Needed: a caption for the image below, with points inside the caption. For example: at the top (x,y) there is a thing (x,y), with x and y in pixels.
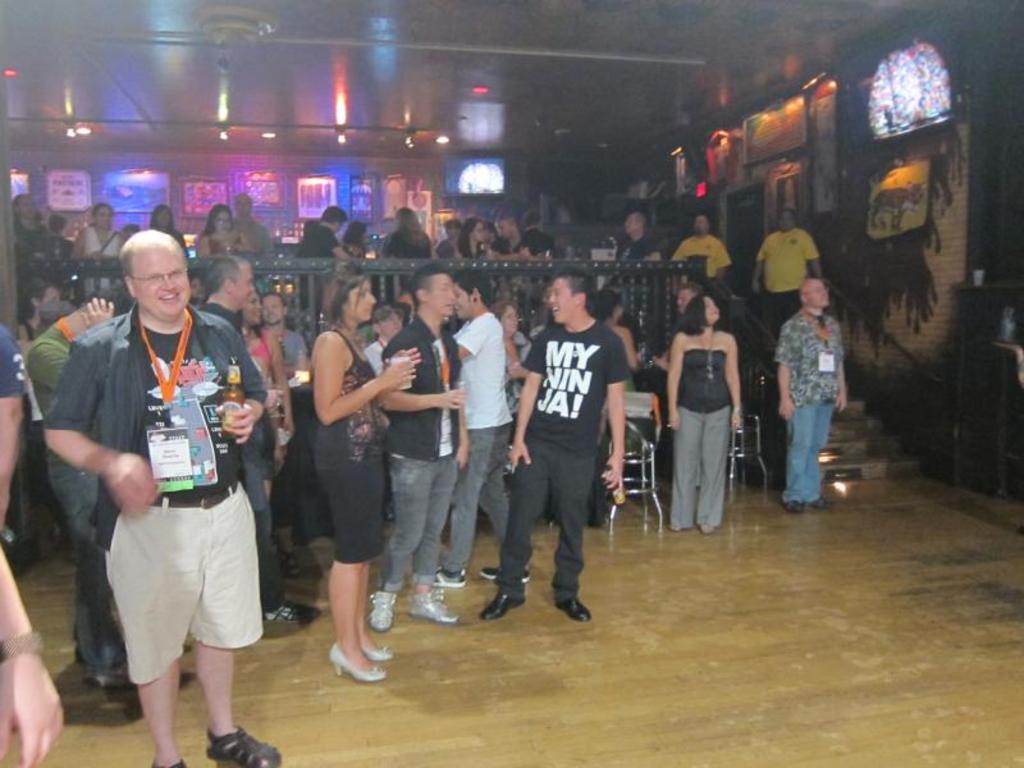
In the picture I can see a group of people (390,404). There is a man (155,623) on the left side (79,405) is wearing a shirt (175,393) and shorts (240,598). He is holding a bottle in his left hand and there is a smile on his face (179,279). There is a lighting arrangement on the roof (104,128). I can see the table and chairs (626,409) on the floor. There is a staircase (830,448) on the right side (845,465).
